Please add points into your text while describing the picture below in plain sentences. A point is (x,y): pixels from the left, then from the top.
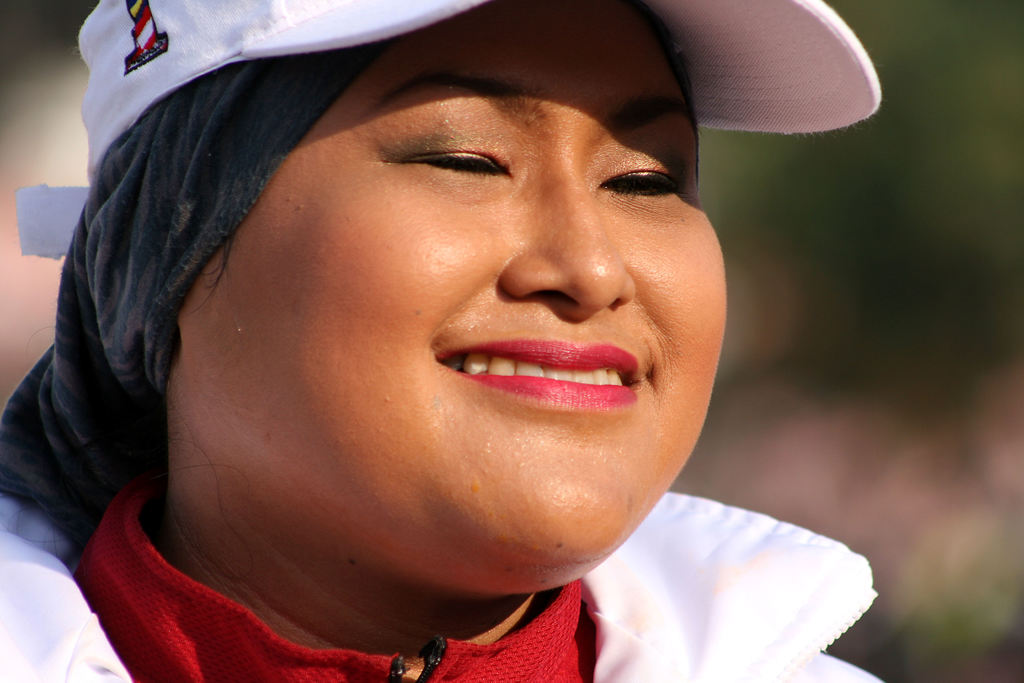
In this image I can see the person (166,590) and the person (169,617) is wearing white and red color dress (112,613) and a white color cap (180,42) and I can see the blurred background (1008,472).
